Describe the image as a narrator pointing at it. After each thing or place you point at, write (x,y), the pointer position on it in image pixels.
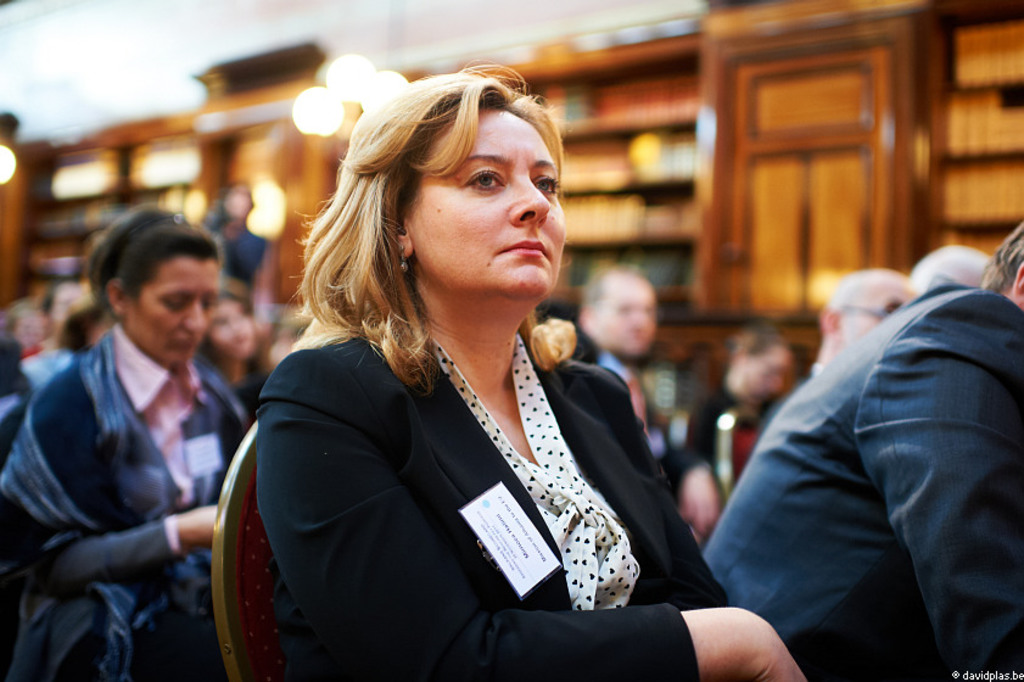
In this image, we can see people (527,329) sitting on the chairs (227,492) and some are wearing id cards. In the background (342,99), there are lights (342,70), cupboards (680,70) and some other objects (641,97). At the bottom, there is some text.
